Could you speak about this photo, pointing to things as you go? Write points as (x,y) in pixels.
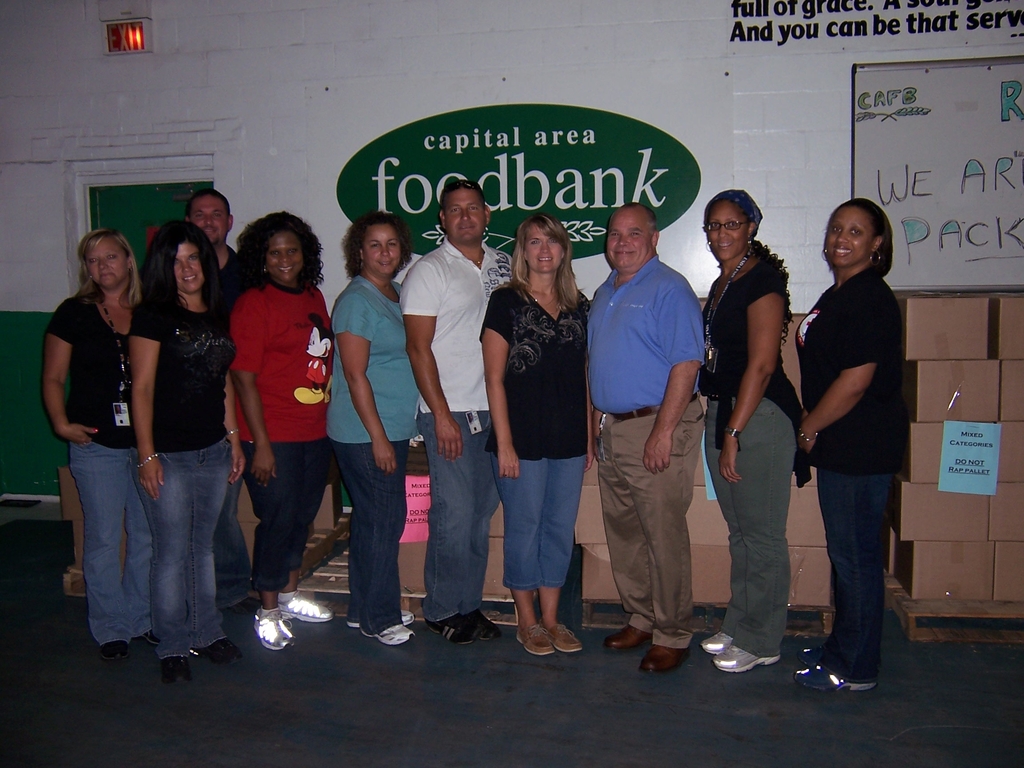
In this picture we can see a group of people (570,519) standing on the floor (350,638) and smiling, posters (552,214), board (916,76), boxes (910,306) and in the background (409,196) we can see a door (156,194), wall (474,82).
